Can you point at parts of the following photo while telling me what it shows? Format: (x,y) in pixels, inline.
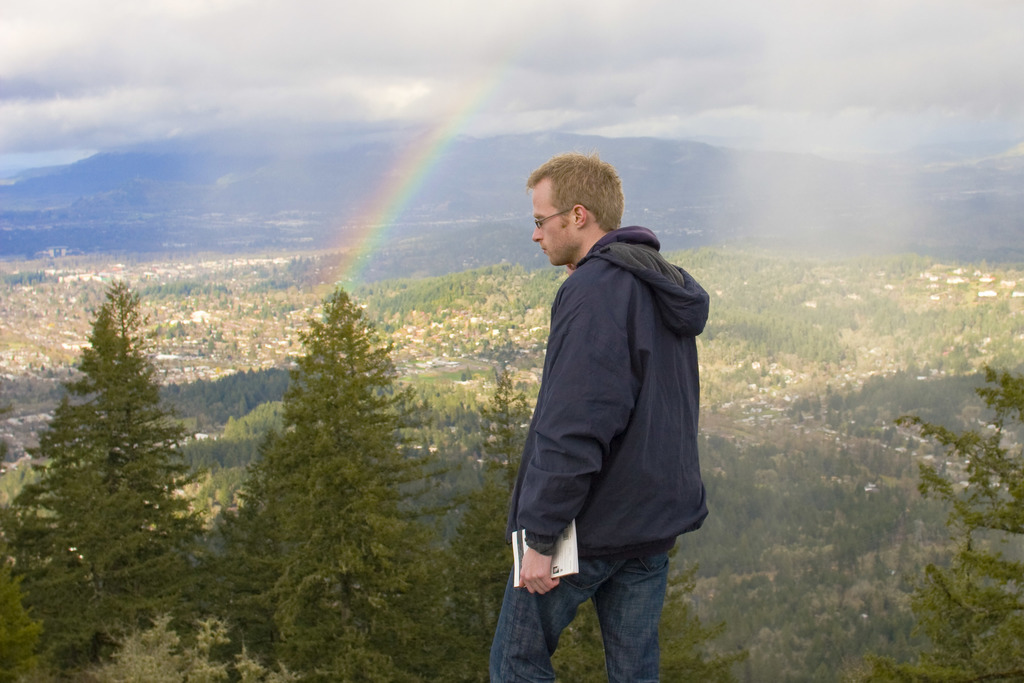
In this picture there is a man (643,486) standing and holding the book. At the back (430,592) there are mountains (464,173) and trees (897,415) and there might be houses (948,281). At the top (410,141) there is sky (399,112) and there are clouds (365,109) and there is a rainbow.
